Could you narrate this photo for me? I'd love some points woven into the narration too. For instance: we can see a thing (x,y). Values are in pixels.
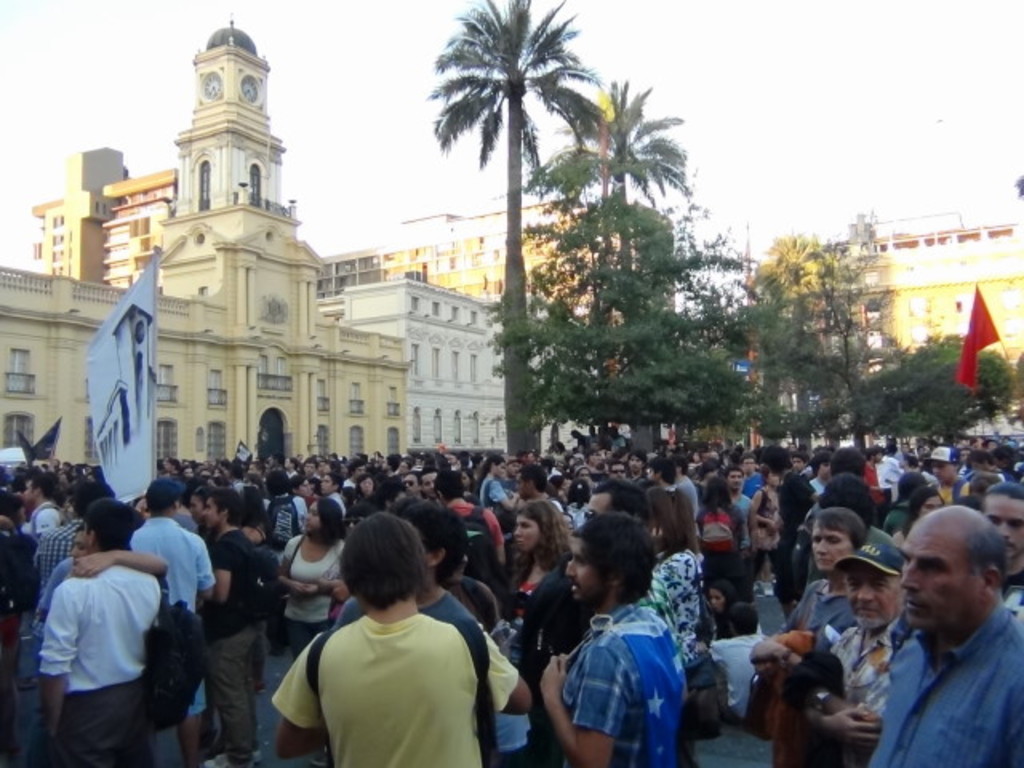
In this picture we can see a group of people (326,598) on the ground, here we can see a banner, flag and in the background (816,62) we can see buildings (15,391), trees (749,341), sky (781,102).
